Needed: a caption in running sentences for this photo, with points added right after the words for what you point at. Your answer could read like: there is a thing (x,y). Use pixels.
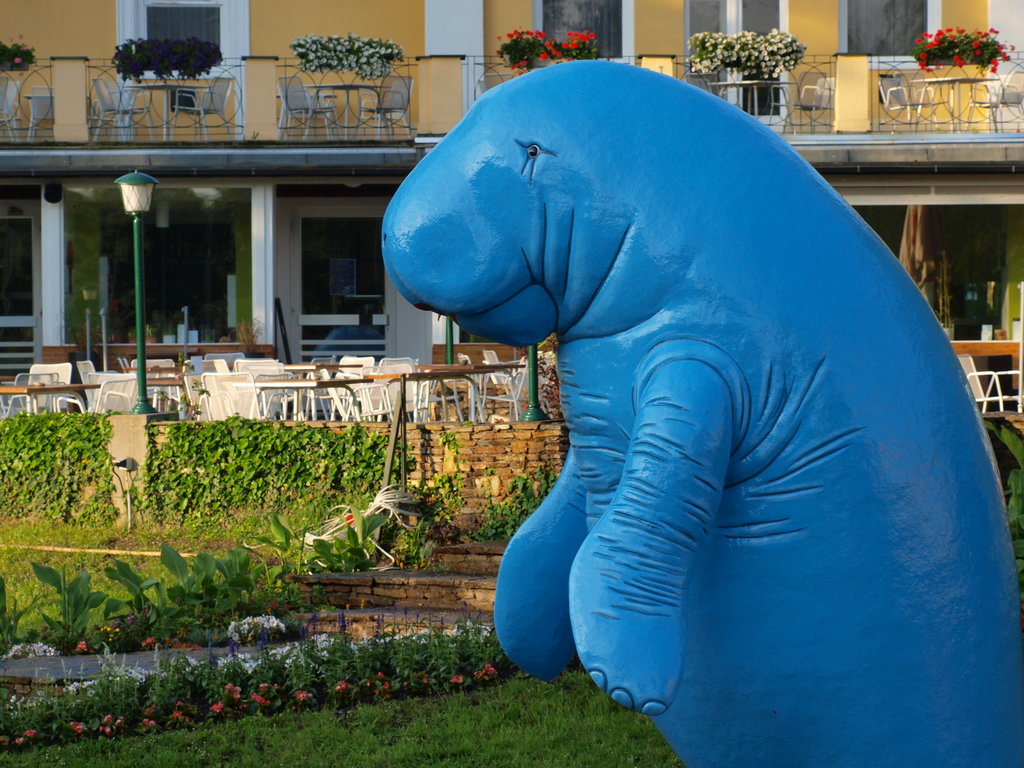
In this picture we can see a blue statue (787,569), here we can see plants (362,521) with flowers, grass (452,738) on the ground (446,732) and in the background (218,486) we can see a wall (410,523), building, chairs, tables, poles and some objects (1016,335).
